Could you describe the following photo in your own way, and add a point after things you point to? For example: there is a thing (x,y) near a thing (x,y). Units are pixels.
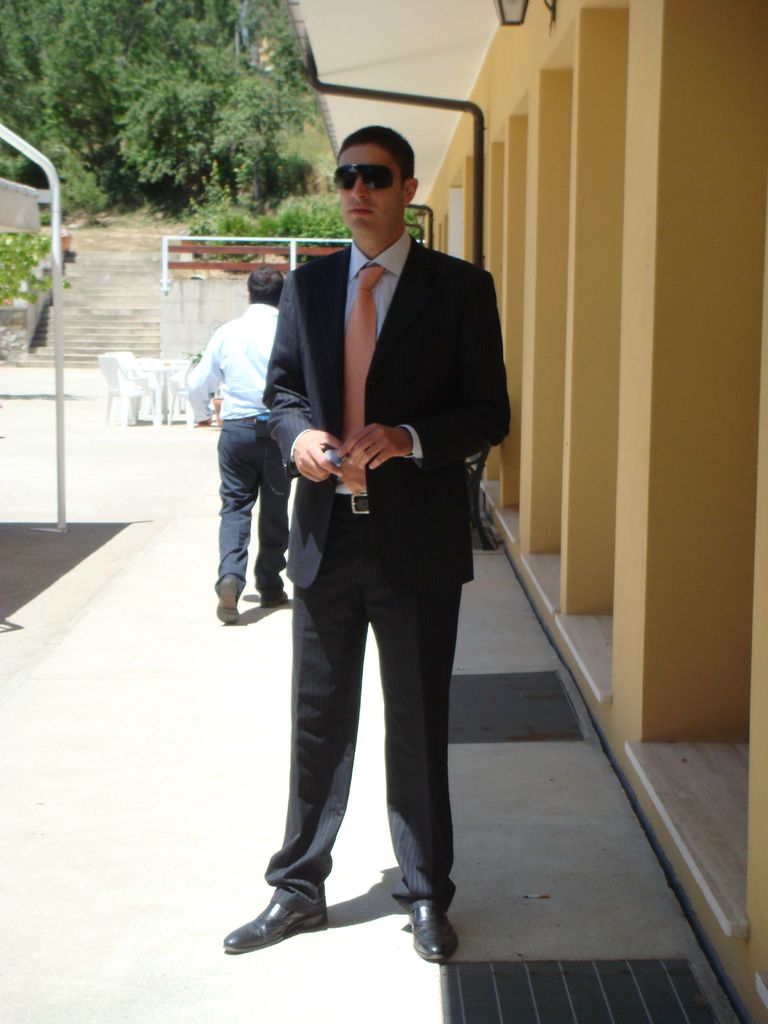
In this image, I can see a man (418,832) standing and a person (255,447) walking. On the right side of the image (607,381), there are pillars (637,642) and floor mats (565,983) on the floor (527,785). On the left side of the image (57,476), I can see a pole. In the background (78,351), there are chairs (121,360), stairs (96,292), plants (273,218) and trees (156,112).
